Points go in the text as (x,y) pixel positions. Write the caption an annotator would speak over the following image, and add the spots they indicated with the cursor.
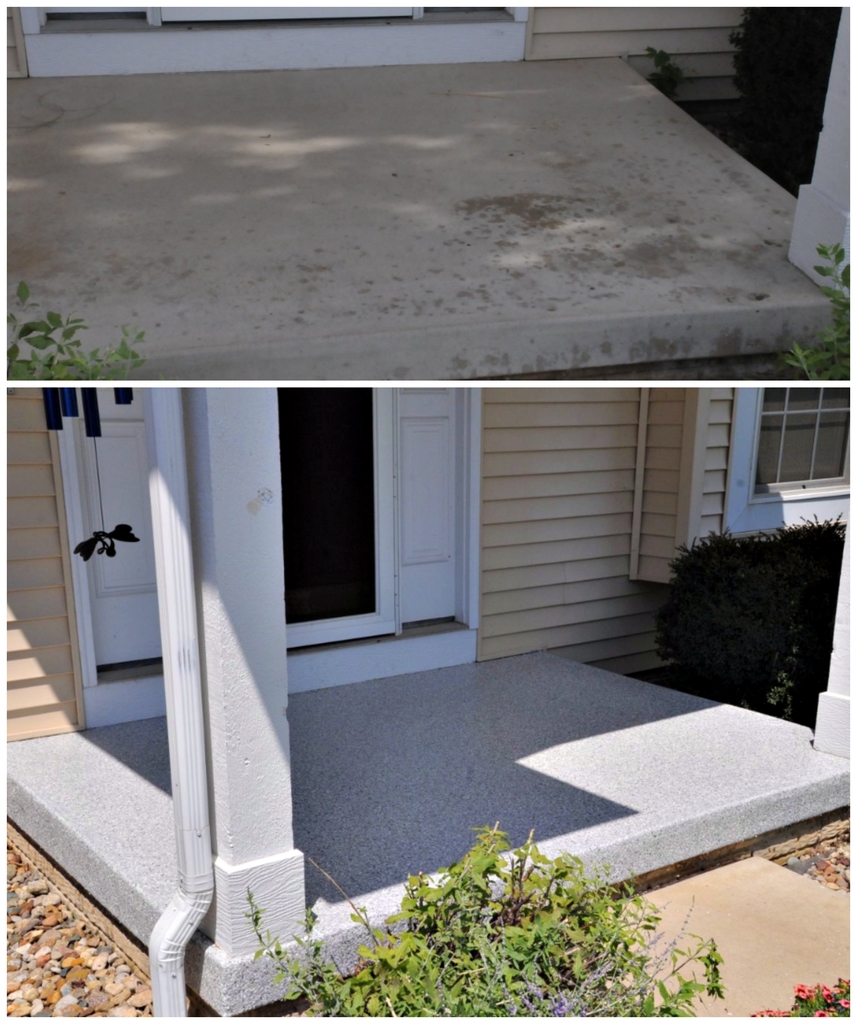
This is a collage picture and in this picture we can see a window (789,448), wall (528,480), pipe (172,518), pillars (219,497), plants (600,903), stones (22,861), doors (285,492) and some objects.
